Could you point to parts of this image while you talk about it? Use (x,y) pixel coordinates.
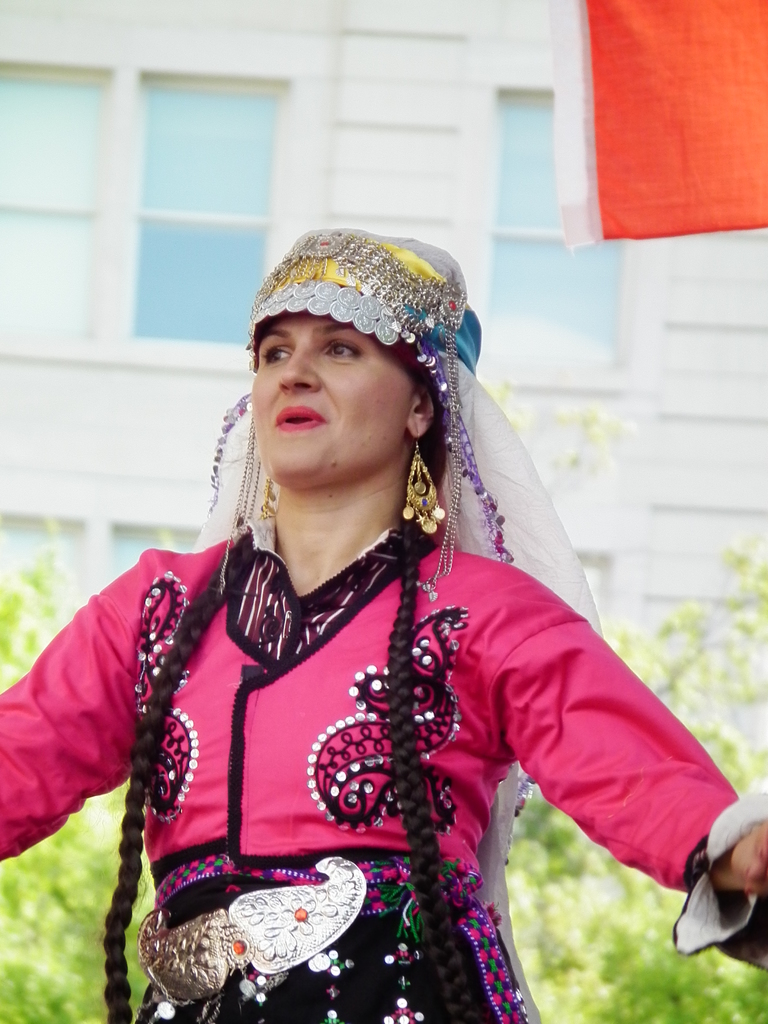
This is the picture of a person (381,555) in pink dress (360,705), golden earrings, behind there are some plants (60,841), building (325,105) which has windows (147,104).
